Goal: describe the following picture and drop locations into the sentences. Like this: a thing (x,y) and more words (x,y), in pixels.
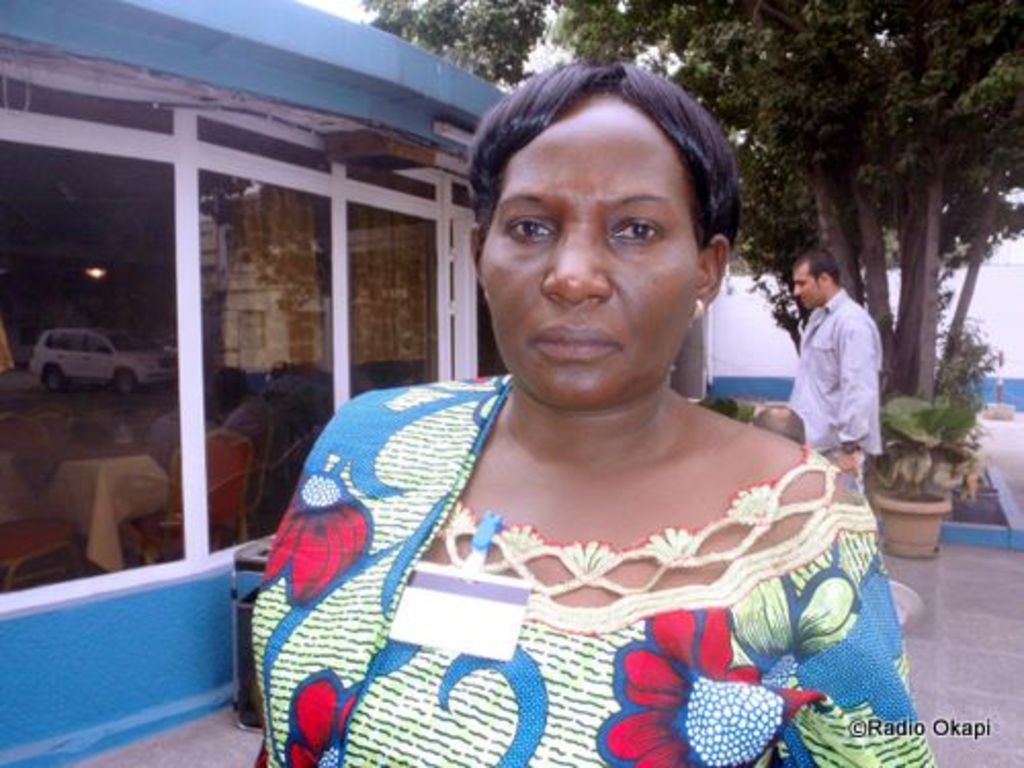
In this image we can see a woman (691,417) and a man (822,338) standing on the floor (910,559). In the background (980,278) we can see trees (923,87), houseplants (923,440), buildings (196,90) and sky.
